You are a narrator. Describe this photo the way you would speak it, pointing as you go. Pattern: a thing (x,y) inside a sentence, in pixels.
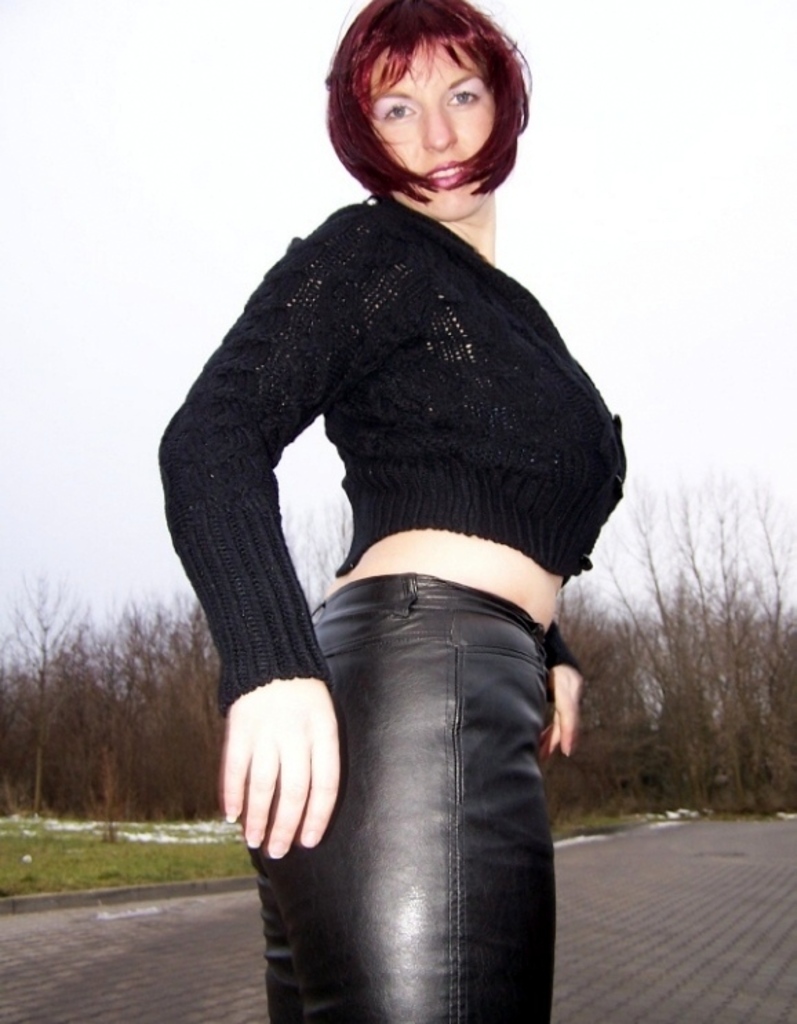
In this image there is a woman (323,761) standing on the floor (256,985). The woman (321,952) is wearing the black colour top (422,477) and black color pant (389,740). In the background (125,668) there are trees (100,719). At the top (712,226) there is sky (706,218).
